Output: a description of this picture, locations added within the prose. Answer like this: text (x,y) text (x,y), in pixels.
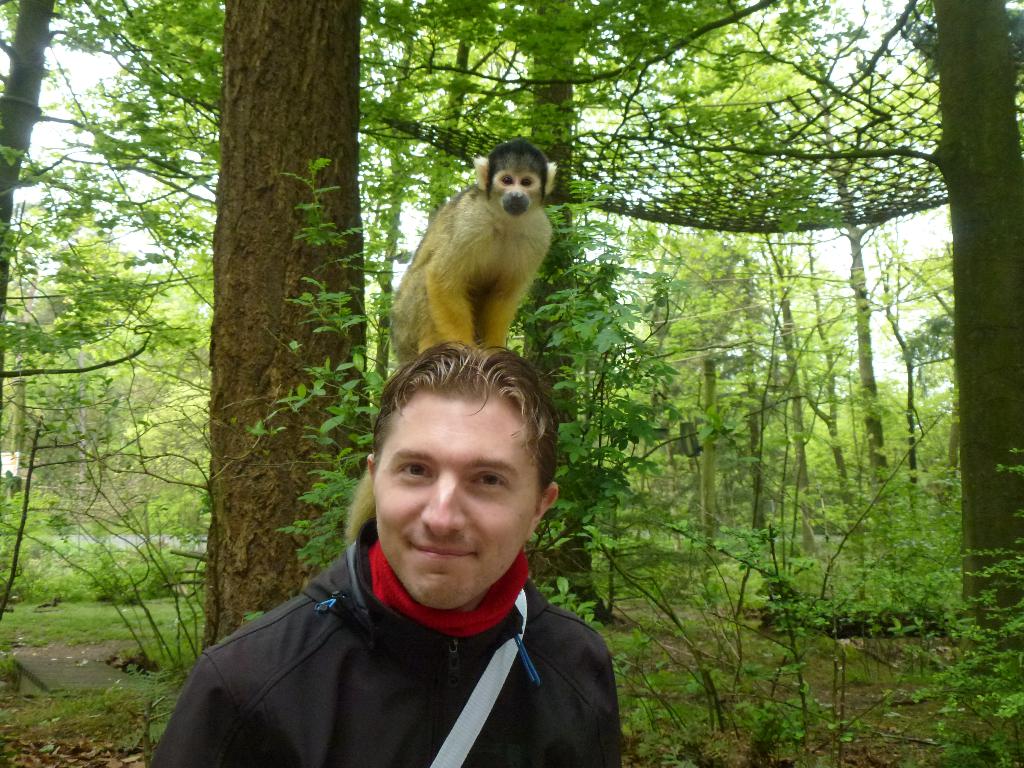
Here we can see a man (307,767) in the center (472,351) and there is a monkey (477,323) on this man head (424,501). In the background (873,133) we can see a net (877,169) which is fixed to this trees (978,35).
